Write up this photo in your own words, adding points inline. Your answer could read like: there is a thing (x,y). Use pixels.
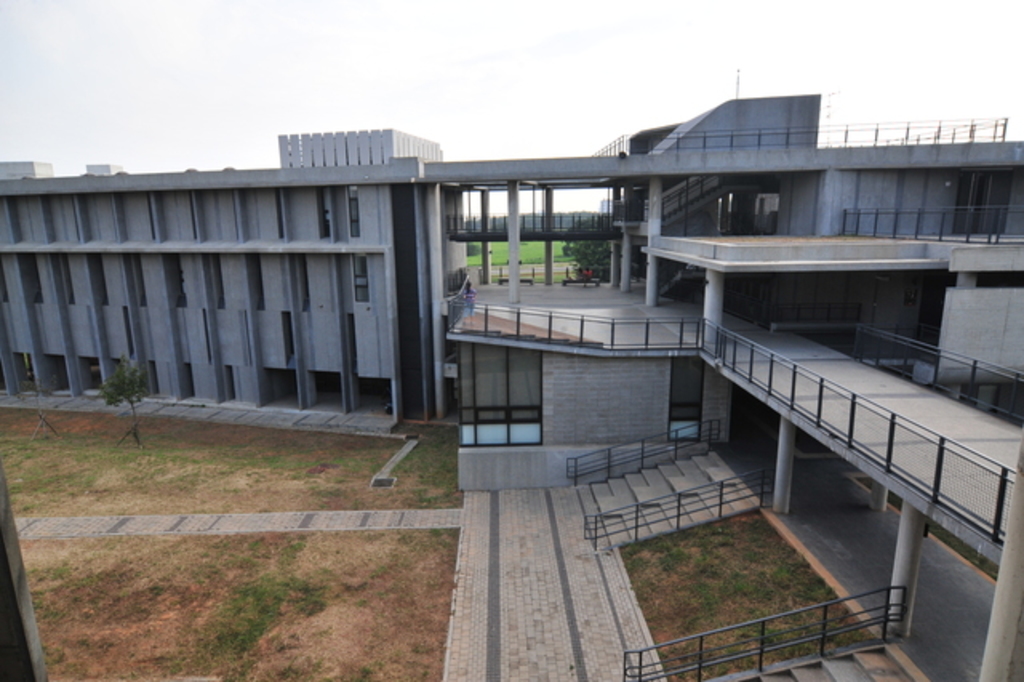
In the image there is a building (599,317) in the front (516,263) and behind it's a grassland (536,248) and above its sky (450,56).
